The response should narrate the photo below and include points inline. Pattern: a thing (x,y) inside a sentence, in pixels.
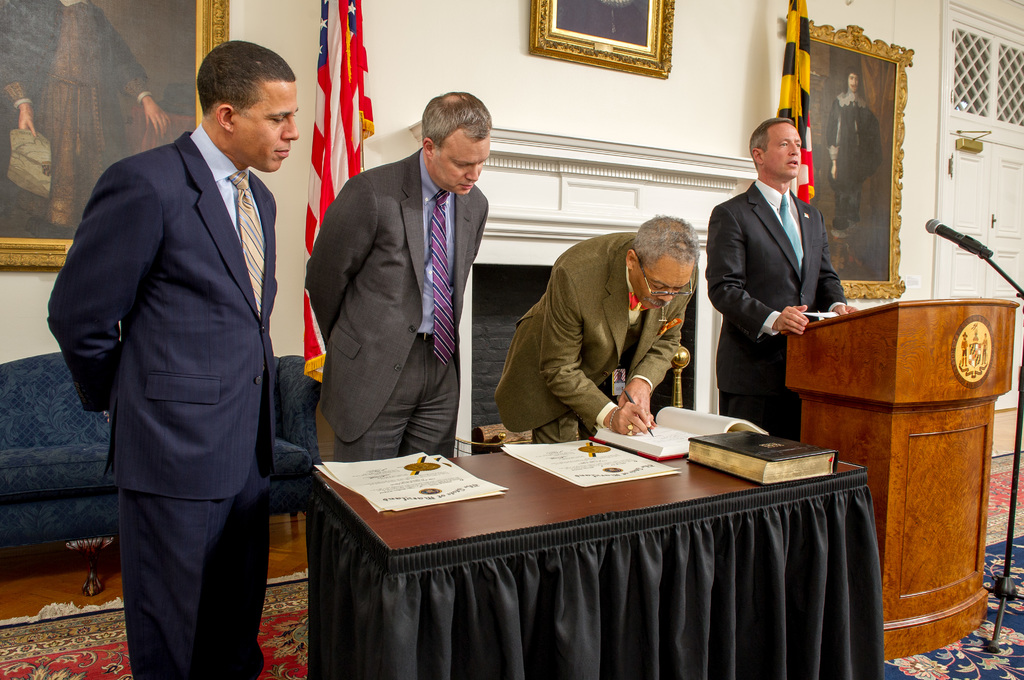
In this image, In the middle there is a table (600,566) of brown color and the table (612,595) is covered by a black color cloth (702,583) on the right side (932,405) there is a brown color wooden block (931,433) and there is a black color microphone (965,242) and there are some people (343,437) standing and in the background (402,101) there is a white color wall (494,92) and there are some poster (837,97) in yellow color.
